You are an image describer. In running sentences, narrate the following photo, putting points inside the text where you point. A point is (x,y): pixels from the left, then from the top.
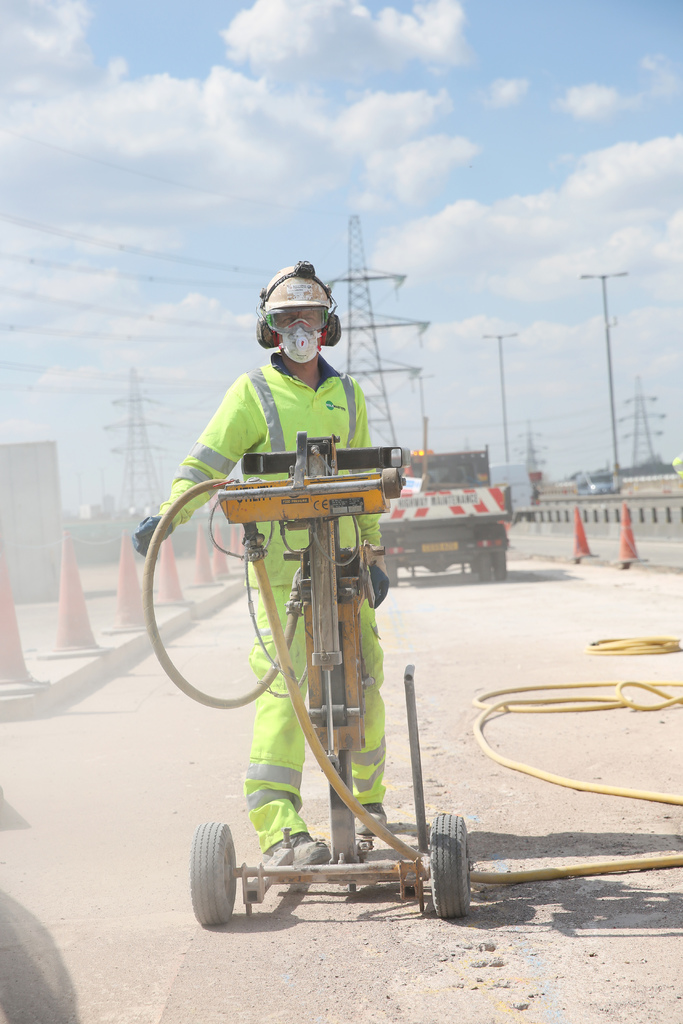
In this image we can see a person (271,440) wearing a helmet (323,298), in front of him there is a machine (334,680), behind him there is a vehicle (453,545), there are traffic cones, there is a pipe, light pole (503,400), electric towers (385,381), wires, also we can see the sky (476,131).
